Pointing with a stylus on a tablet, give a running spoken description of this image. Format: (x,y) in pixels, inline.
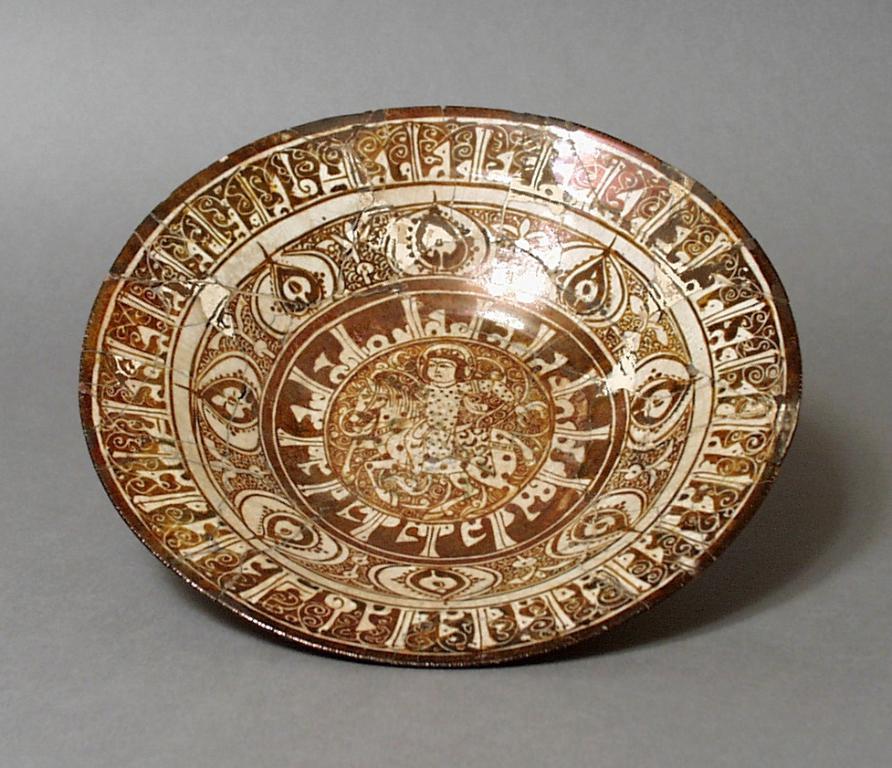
In this picture it looks like a plate (338,409) and I can see plain background (640,16).
